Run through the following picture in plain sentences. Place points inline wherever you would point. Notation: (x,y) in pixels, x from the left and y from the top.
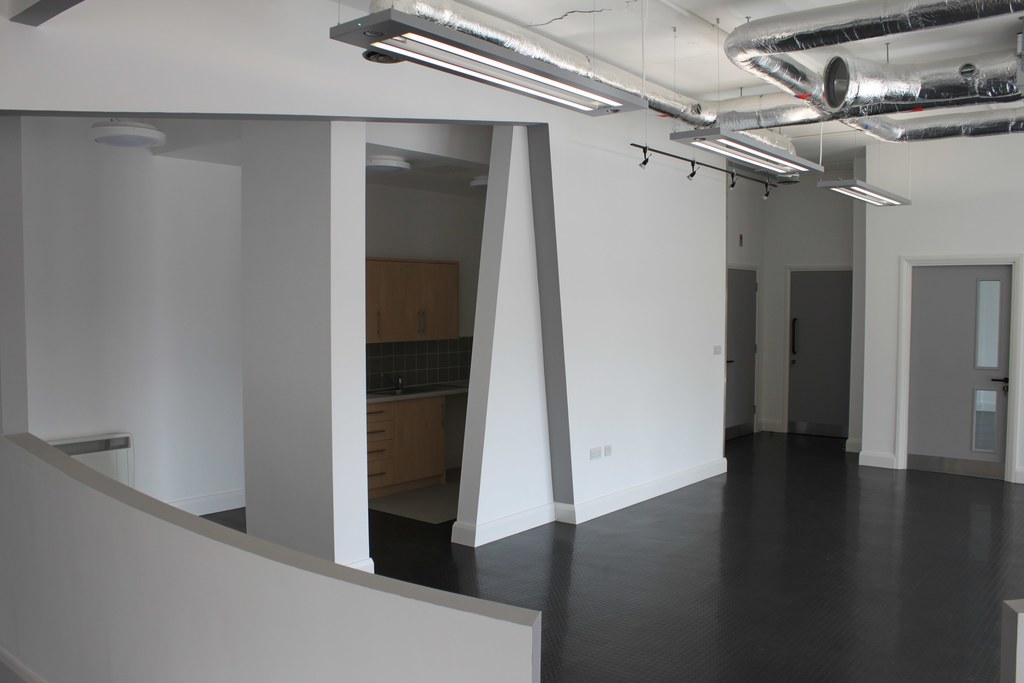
In this image we can see an inside view of a building (502,243), there is a door (808,309), at the top (855,183), there are lights (764,194), there is a pillar (258,407), there is a wall (647,347).
